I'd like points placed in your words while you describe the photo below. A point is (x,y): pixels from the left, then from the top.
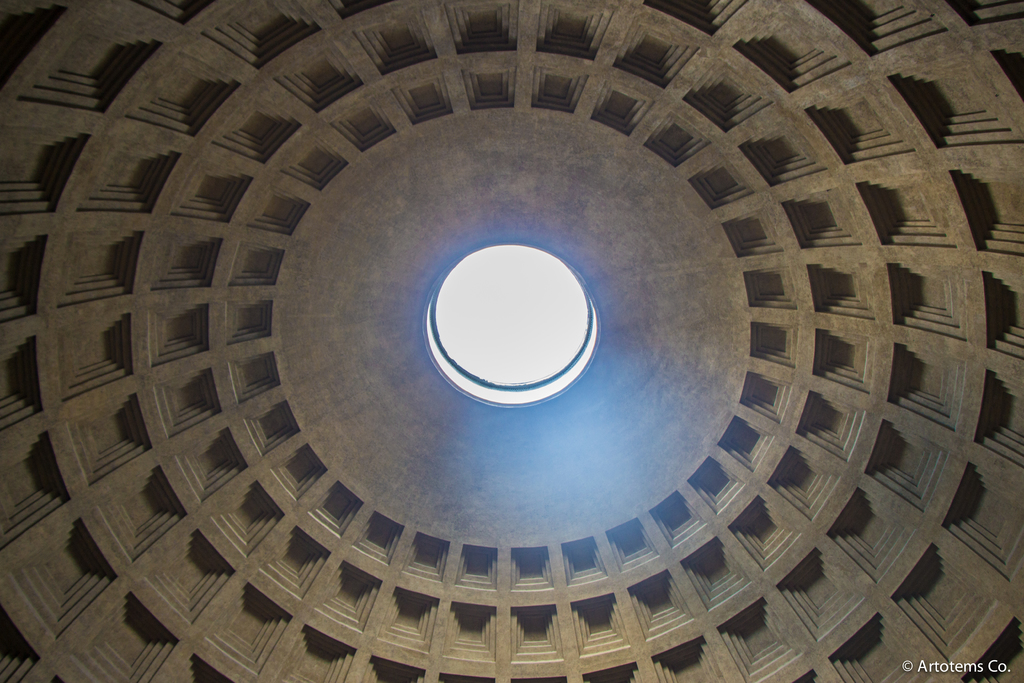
In this image we can see light (514,343) on an object (459,376) and we can see designs (903,588) on it. At the bottom (944,669) on the right side (931,664) corner we can see a text (964,666) on the image.
